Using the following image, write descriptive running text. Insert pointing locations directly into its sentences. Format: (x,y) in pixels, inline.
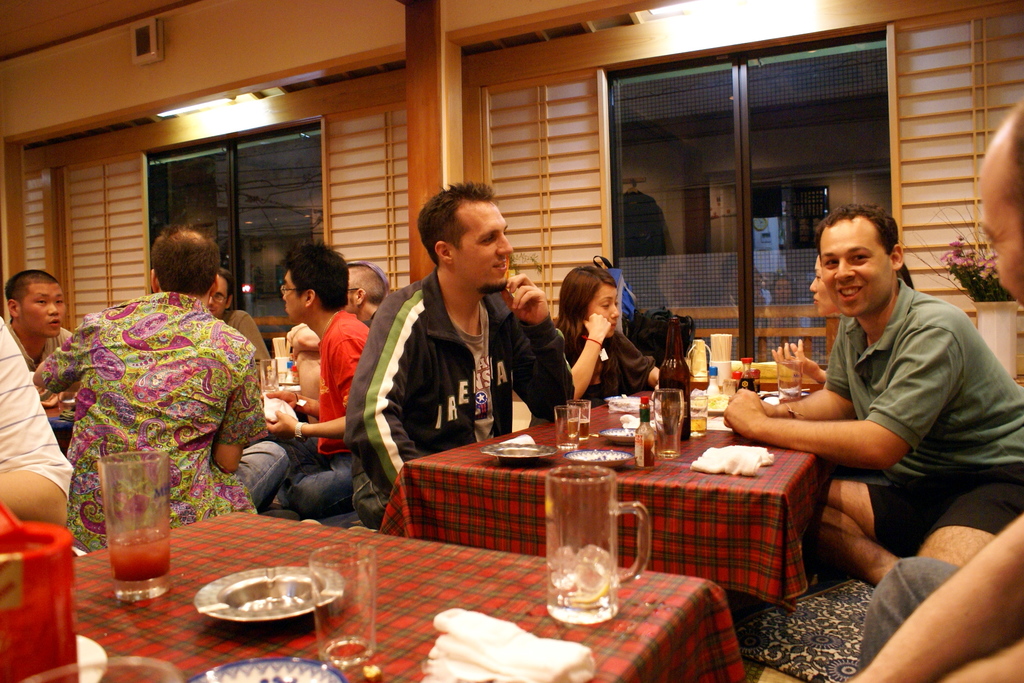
In this image there are group of people (380,457). There is a glass (575,484), plates (300,582), tissues (522,654), bowls (246,601), bottles (671,346) on the table (554,429), the table (499,446) is covered with the red and black cloth (726,547) and at the back (556,136) there are windows (715,168) and there is a house plant (967,264) on the table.
